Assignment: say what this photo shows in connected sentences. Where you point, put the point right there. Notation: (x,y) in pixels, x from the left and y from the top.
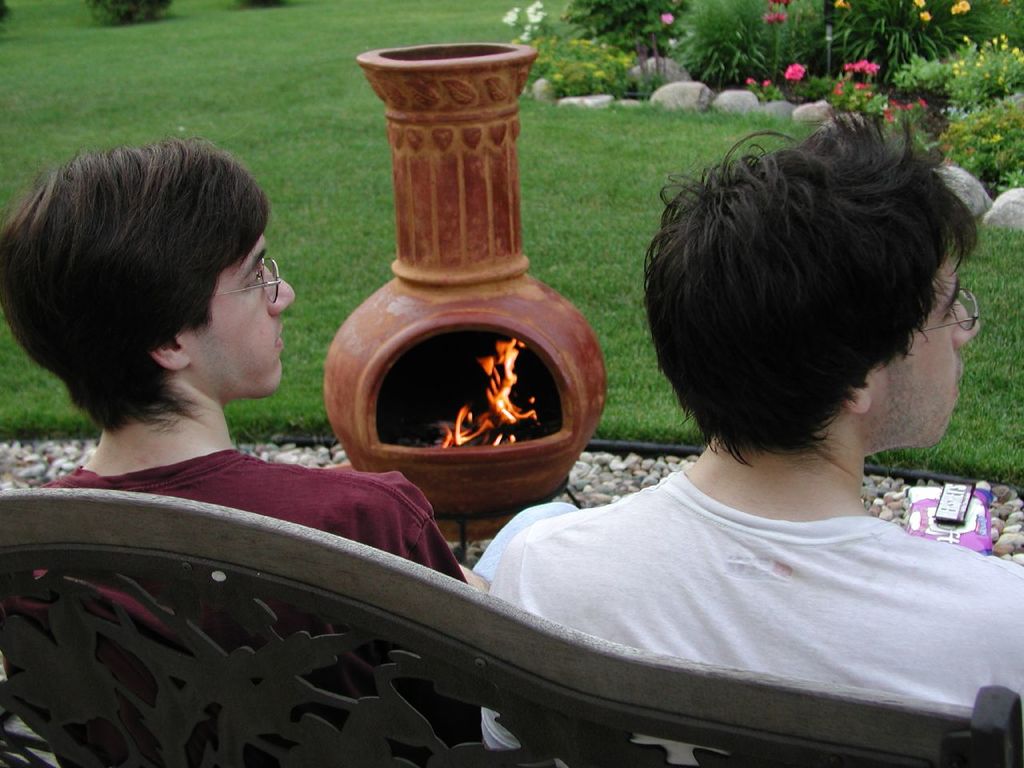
In this image we can see two persons (551,591) are sitting on a bench (188,704). Here we can see stones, grass (290,219), plants (569,84), flowers (962,72), fire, and few objects (947,532).
